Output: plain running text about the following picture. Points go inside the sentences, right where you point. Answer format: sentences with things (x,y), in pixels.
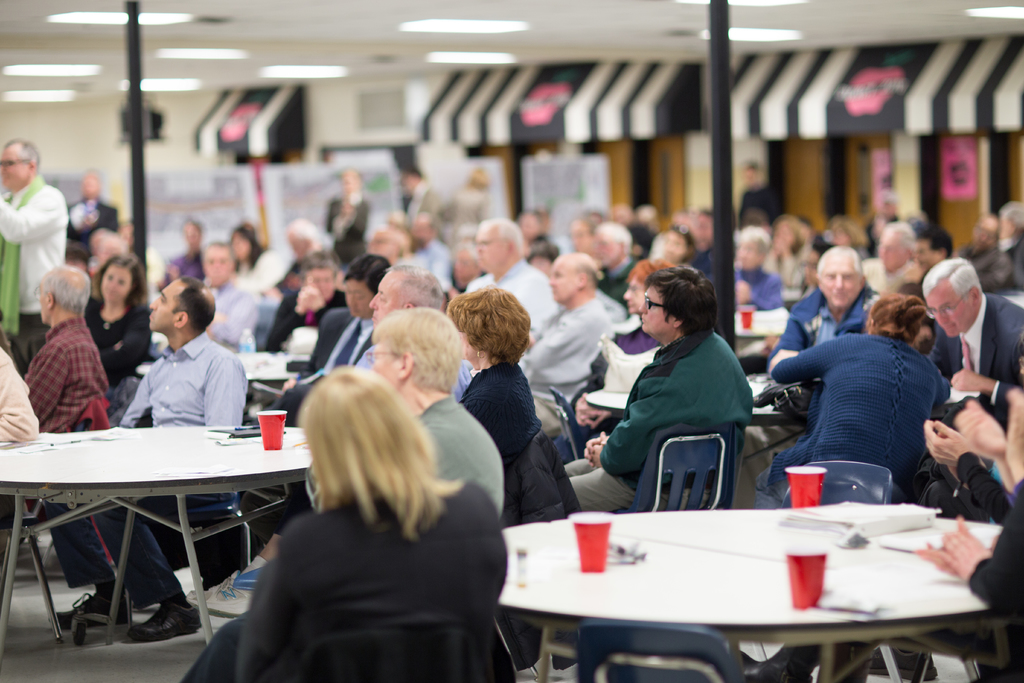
Here we can see a group of people (256,236) are sitting on the chair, and in front (734,582) here is the table (772,518) and glasses (598,560) on it, and here a person (2,236) is standing, and here are the lights (59,98).
